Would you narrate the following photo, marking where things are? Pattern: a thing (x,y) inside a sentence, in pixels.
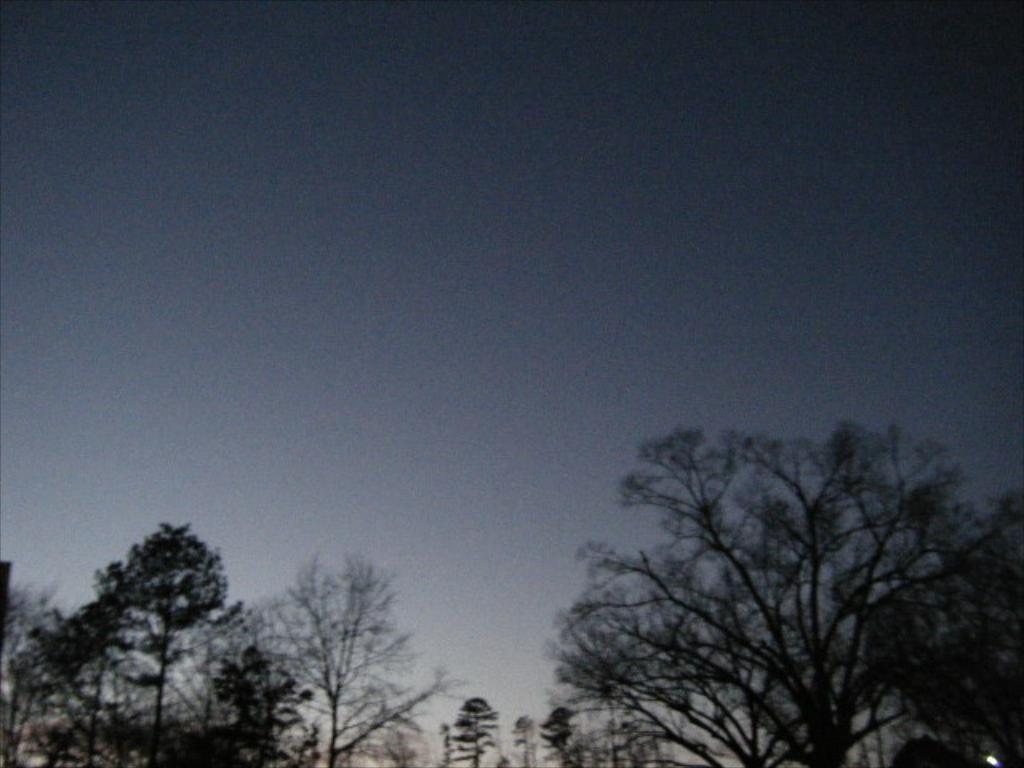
In this picture I can see the trees (712,657) at the bottom (833,764), in the background (423,660) there is the sky (456,316).
